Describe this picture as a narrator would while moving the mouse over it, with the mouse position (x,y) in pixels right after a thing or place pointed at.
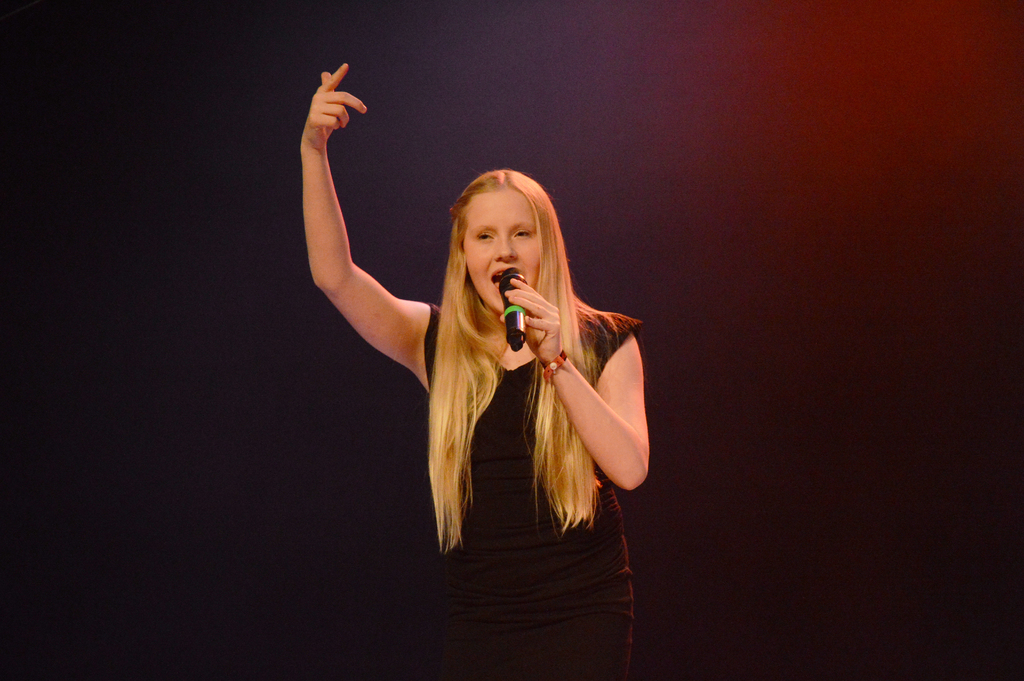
In this image a lady (435,323) wearing a black dress (489,478) is singing she is holding a mic (519,335).
